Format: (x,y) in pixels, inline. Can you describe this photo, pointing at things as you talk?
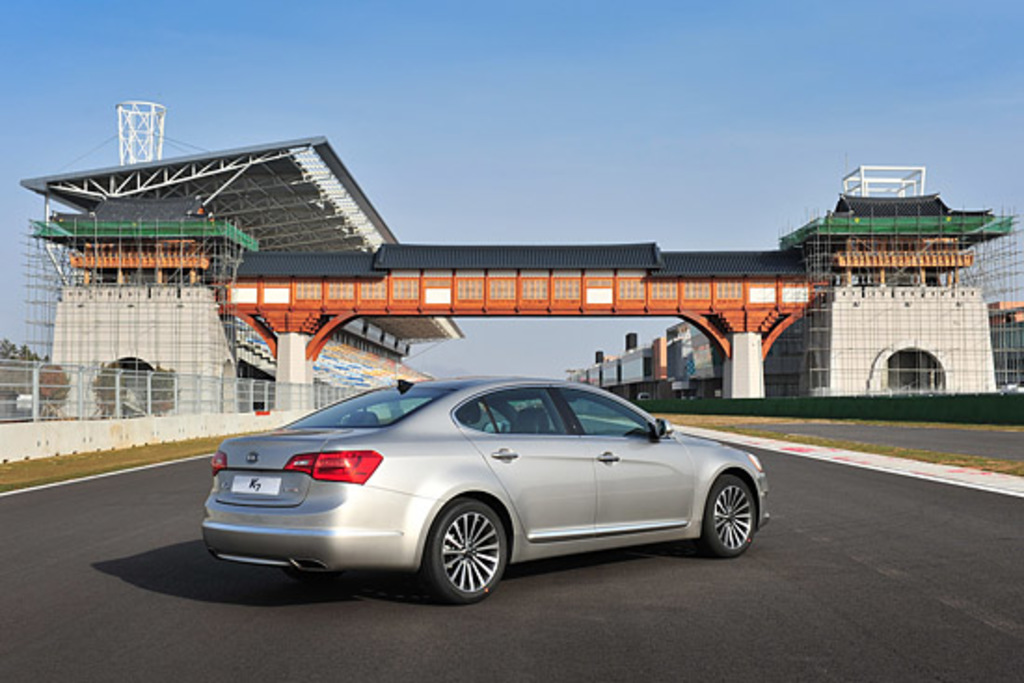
In the image there is a car (479,531) on the road (711,649) and behind the car (420,391) there is a bridge (745,297), on the either side of the bridge (322,279) there are some architectures (274,207).
